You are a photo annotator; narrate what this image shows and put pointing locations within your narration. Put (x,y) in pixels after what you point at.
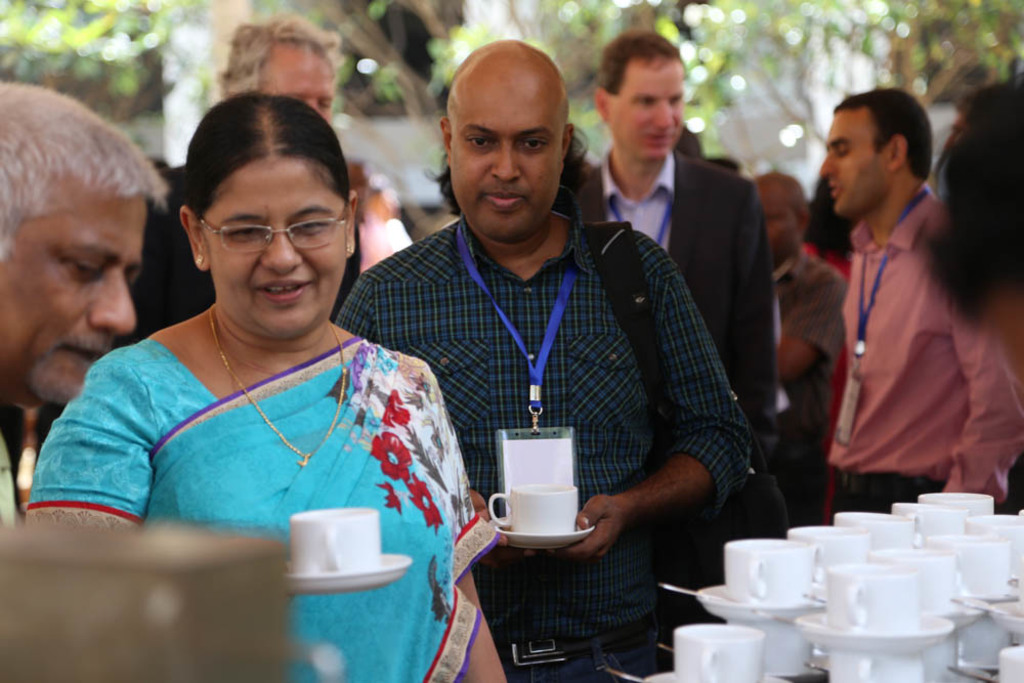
In this picture i could see some persons (585,493) holding a cup (531,518) and saucer (538,539) in their hands (605,496). In the background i could see some trees (801,31) around and in the right corner of the picture (905,620) i could see cups (882,600) and saucer (897,647) arranged on each other with spoon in it.
